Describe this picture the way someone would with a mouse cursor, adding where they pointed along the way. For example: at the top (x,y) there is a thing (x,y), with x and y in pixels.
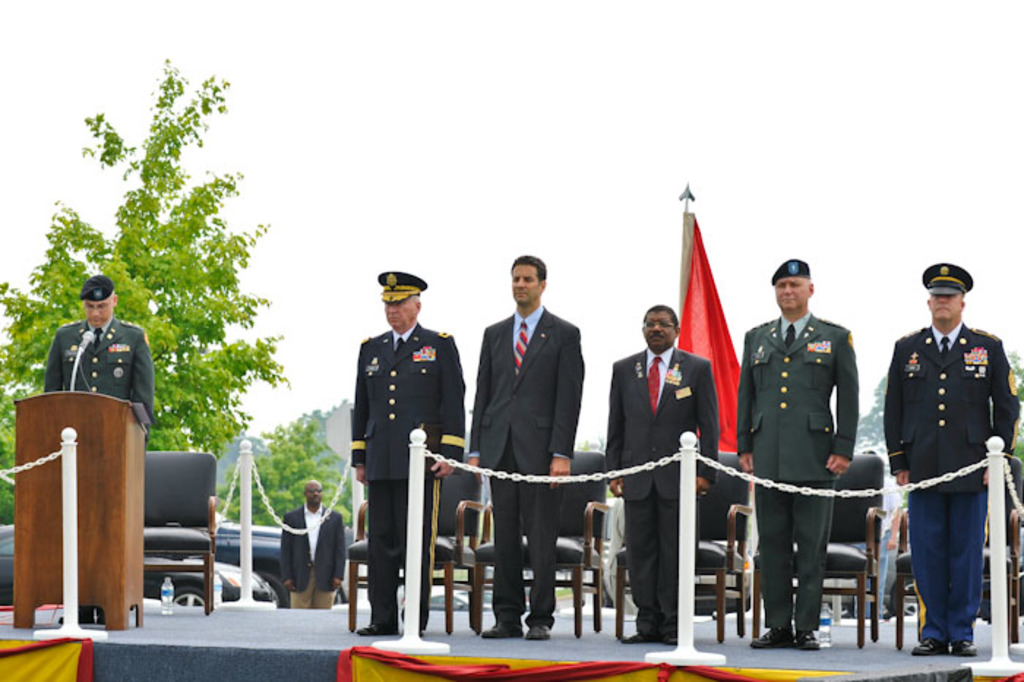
In this picture we can see people (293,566) on the stage (253,617), here we can see a podium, bottle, mic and chairs (476,578) and in the background (947,34) we can see vehicles (274,567), trees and the sky (959,38).
